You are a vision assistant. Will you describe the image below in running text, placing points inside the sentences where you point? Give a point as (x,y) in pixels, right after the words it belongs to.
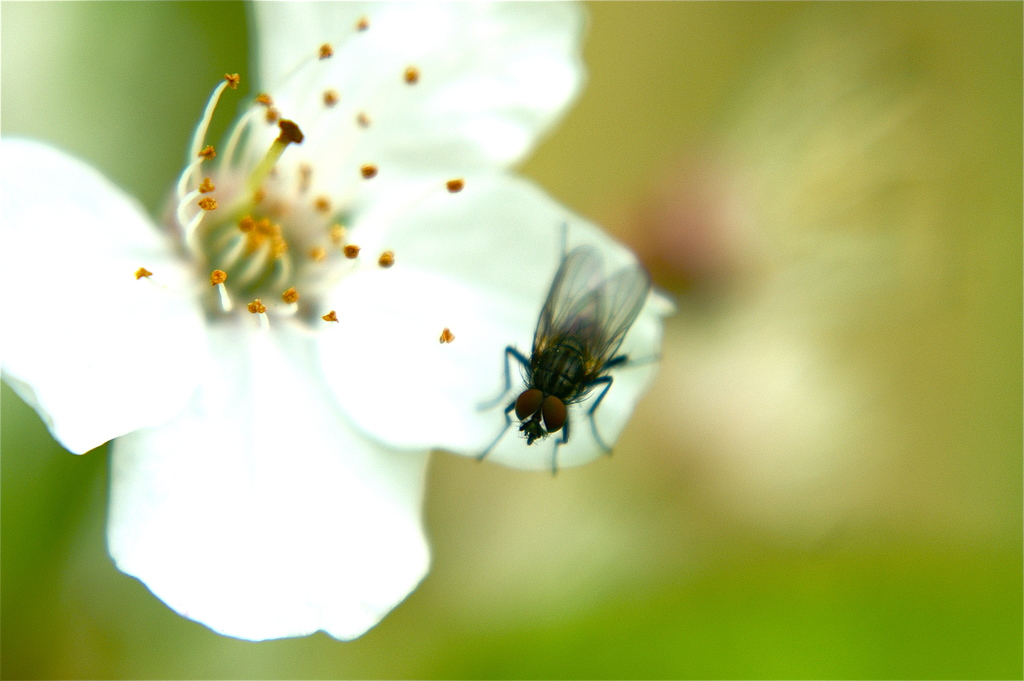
In the image there is a white color flower (446,129) with fly (561,372) on it. And there is a green color background (21,606).
